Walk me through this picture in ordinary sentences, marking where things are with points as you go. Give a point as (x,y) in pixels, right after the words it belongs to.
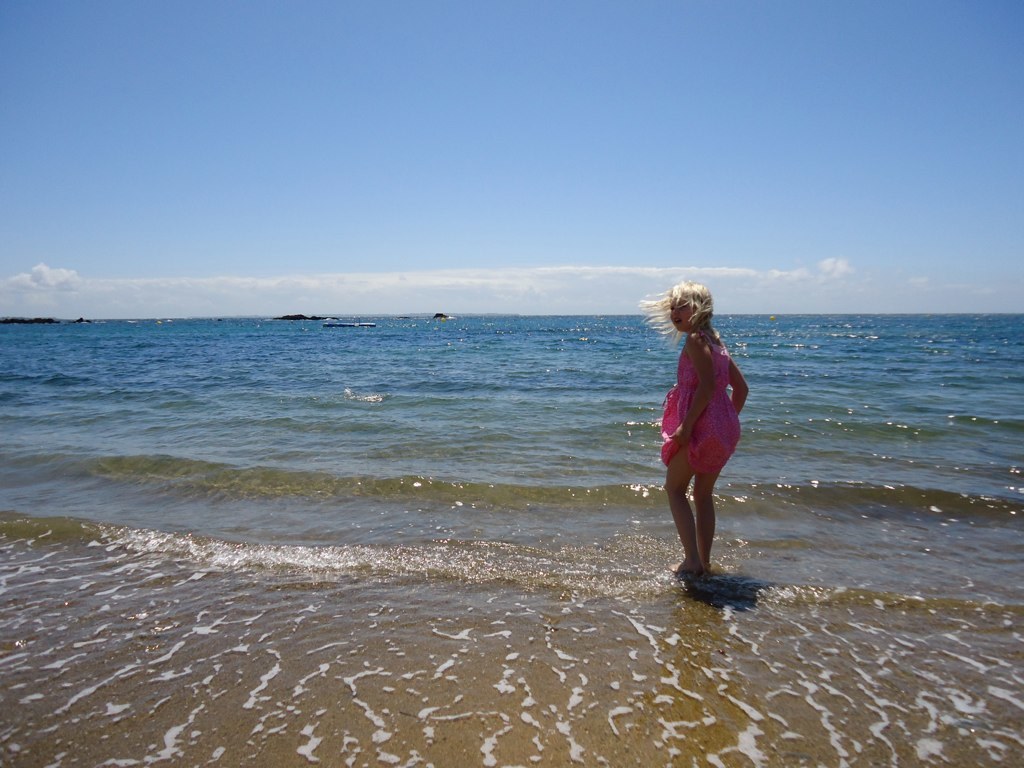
There is a girl (709,507) standing on water (383,402) and we can see sky (429,274) with clouds (429,295).
